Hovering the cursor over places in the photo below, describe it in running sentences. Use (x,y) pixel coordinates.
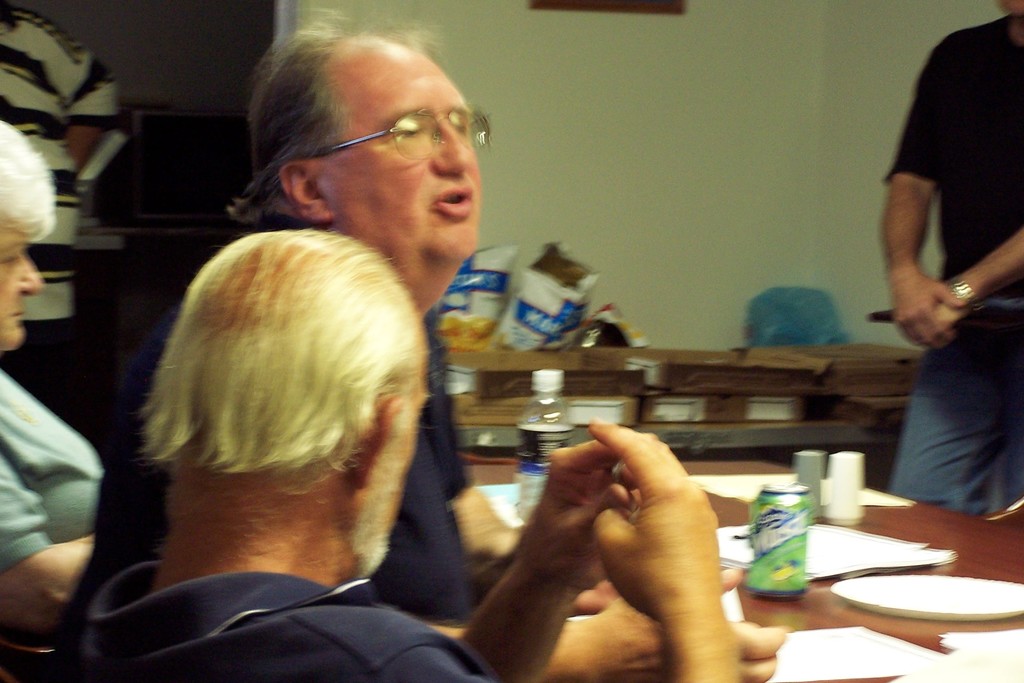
In this image we can see people (996,143). In the center (547,371) there is a table (860,583) and we can see plates (848,580), tin (771,510), bottle (556,383) and an object (861,487) placed on the table (729,514). In the background (765,444) there is a stand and we can see cartons (457,364) placed on the stand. We can see a wall (537,53) and there is a television (214,145).
